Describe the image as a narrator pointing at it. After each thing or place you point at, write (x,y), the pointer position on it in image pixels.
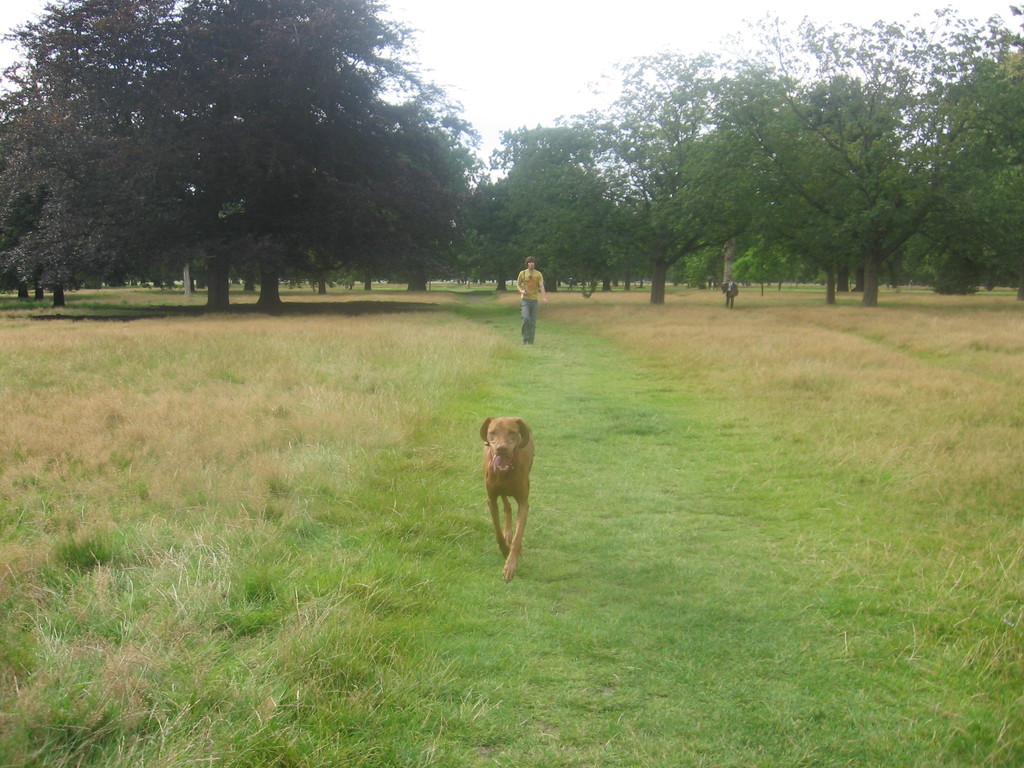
In this image I can see a brown color dog (522,428). Back I can see a person (527,298) is walking and I can see few green trees (705,189), grass (576,298) and the sky (508,114) is in white color.
